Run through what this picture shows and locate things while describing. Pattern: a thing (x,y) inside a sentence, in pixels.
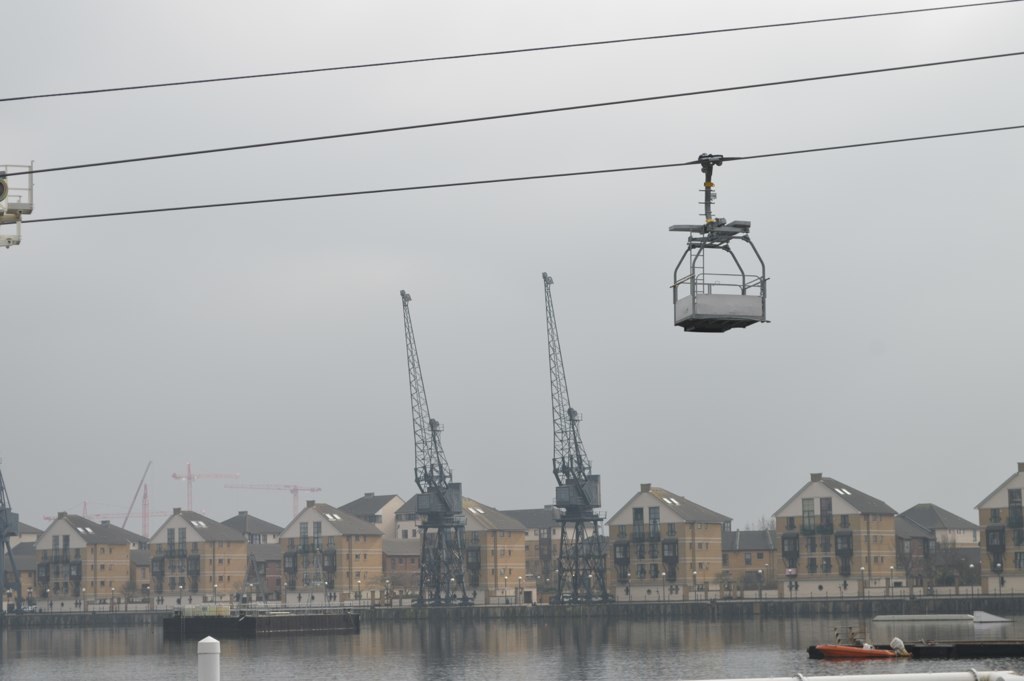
At the bottom of the image (601,653) there is water (914,671) and we can see a boat (861,651) on the water (567,653). In the background (188,565) there are buildings (868,500) and towers (564,543). At the top (199,207) there are ropes (96,165) and a ropeway (717,222). In the background (928,244) there is sky (229,327).
